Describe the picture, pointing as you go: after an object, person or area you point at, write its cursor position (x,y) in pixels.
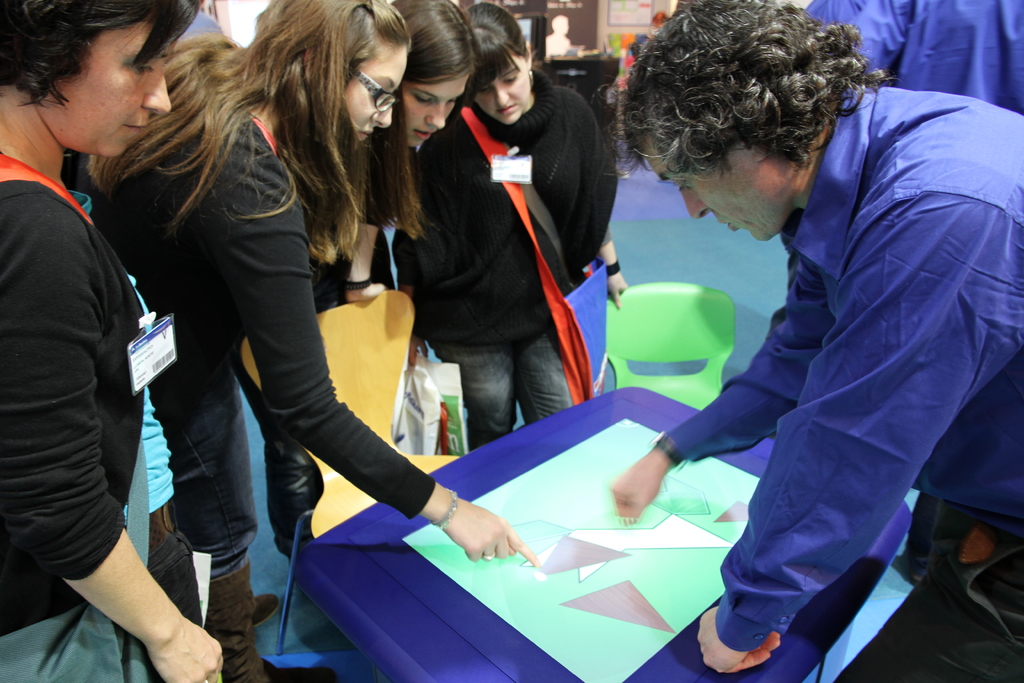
In this image we can see a few people (659,474), two of them (659,474) are pointing to a sketch (600,571), which is on the table (513,494), one lady (438,334) is holding covers (453,391), there are chairs (379,412), also we can see some objects (613,92) at the background (613,42).
